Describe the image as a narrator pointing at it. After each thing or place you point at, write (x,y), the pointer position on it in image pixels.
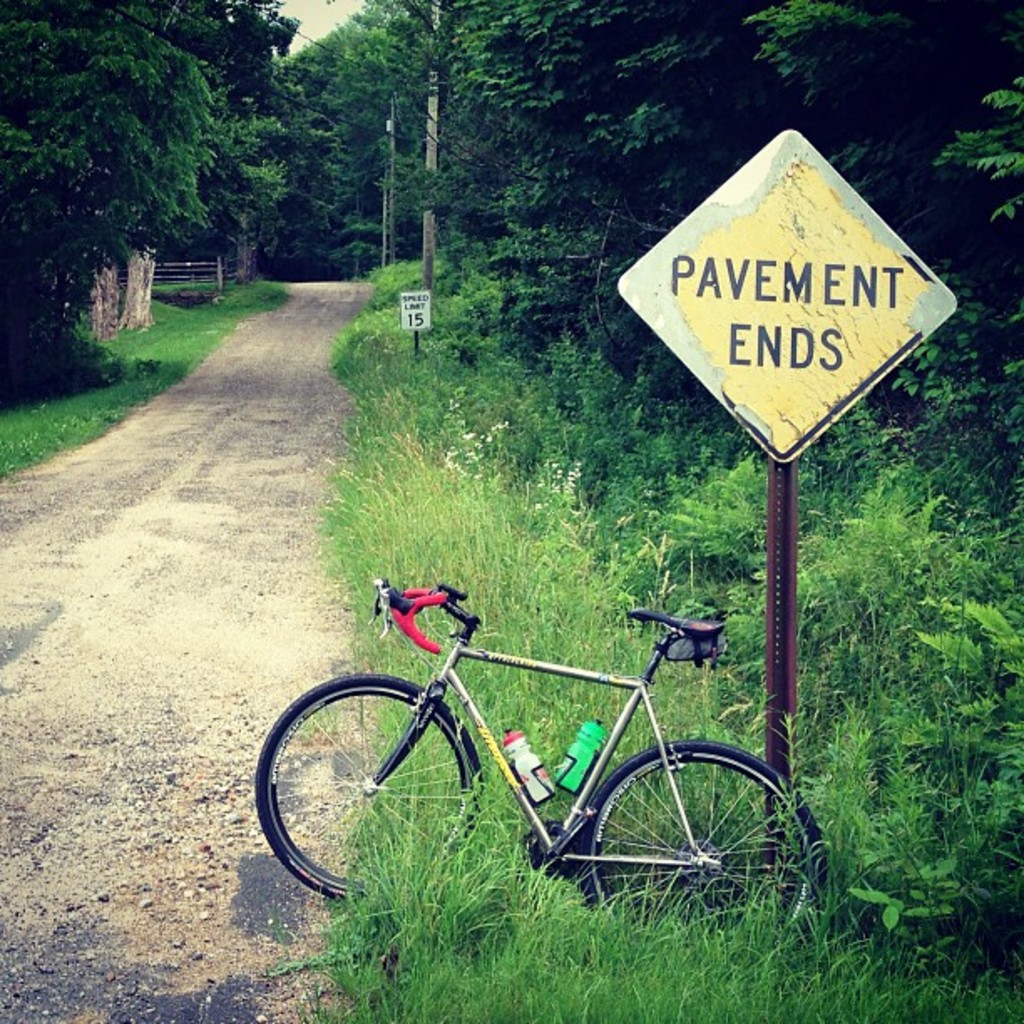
In the image on the left side (214,613) there is a road (227,833). On the right side of the image (875,579) on the ground (607,548) there is grass (566,523) and also there are small plants (581,533). There is a bicycle (627,711) with bottles (524,768), poles (794,494) with sign boards (895,357) and also there are many trees (387,166) in the background (85,257).
